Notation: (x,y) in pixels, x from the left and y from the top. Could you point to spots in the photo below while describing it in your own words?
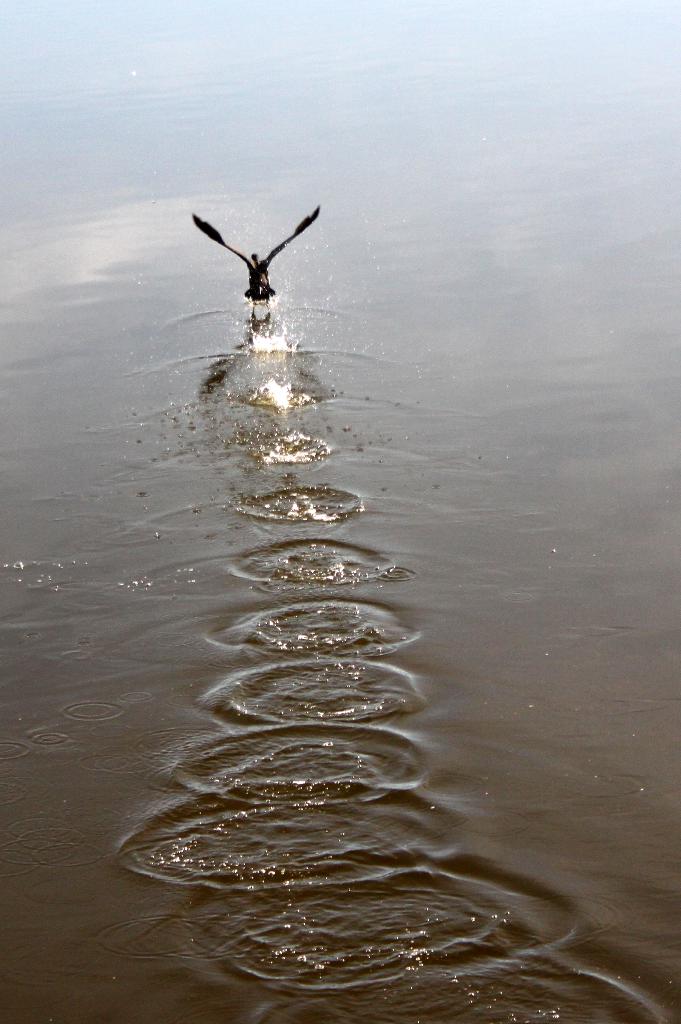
In this image there is a bird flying over the water (217,306). Background (210,170) there is water (428,756) having ripples (392,699) in it.
